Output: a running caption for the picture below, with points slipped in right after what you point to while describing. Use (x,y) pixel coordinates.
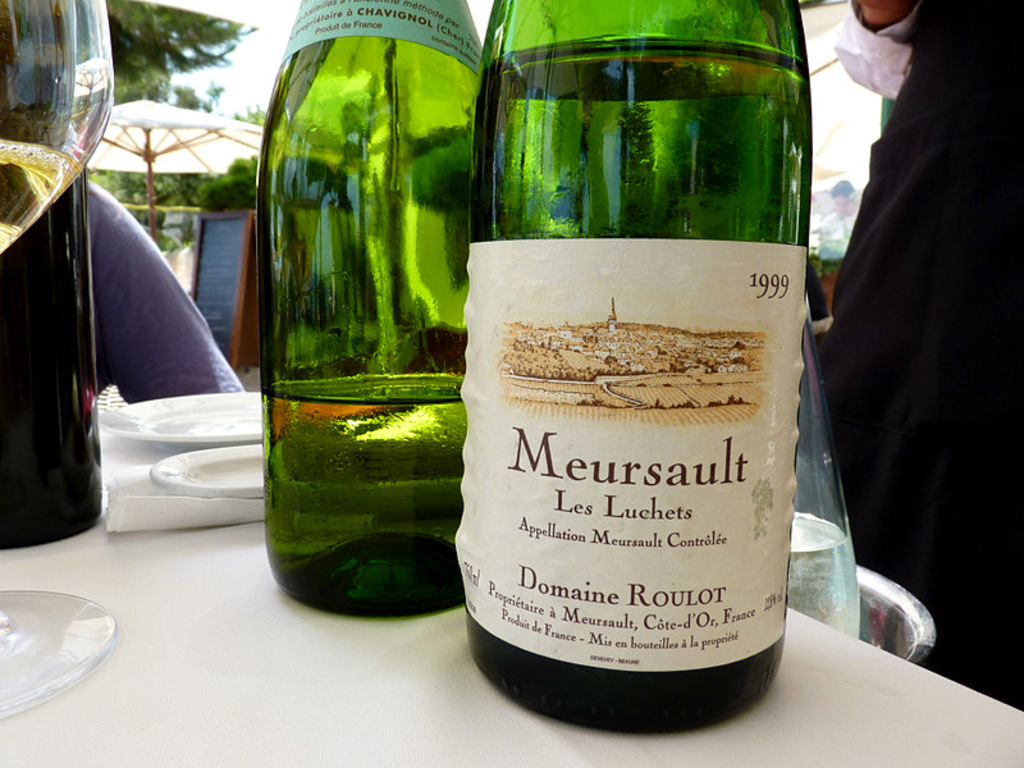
In this image we can see few people (189,318). There are drink bottles (501,421) and few other objects (214,437) on the table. There is an umbrella (230,164) in the image. There is a sky (175,74) in the image.
